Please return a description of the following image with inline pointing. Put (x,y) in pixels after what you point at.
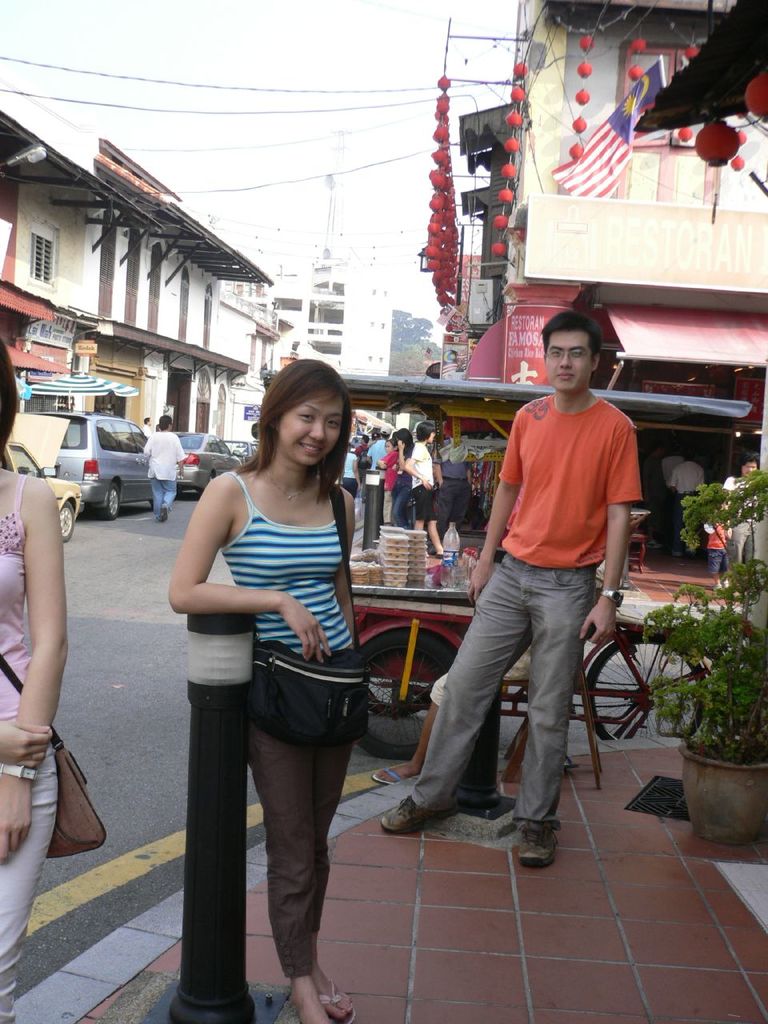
This picture is clicked outside. In the foreground (569,482) we can see the group of persons (329,546) standing on the ground (387,804). On the left (97,482) we can see the vehicles (131,479) and some other objects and we can see a pot (731,802) and a plant (752,638). In the background (340,135) there is a sky (291,132), cables (381,108), buildings (373,292), trees (421,337), flag (600,143) and group of persons (418,434).
